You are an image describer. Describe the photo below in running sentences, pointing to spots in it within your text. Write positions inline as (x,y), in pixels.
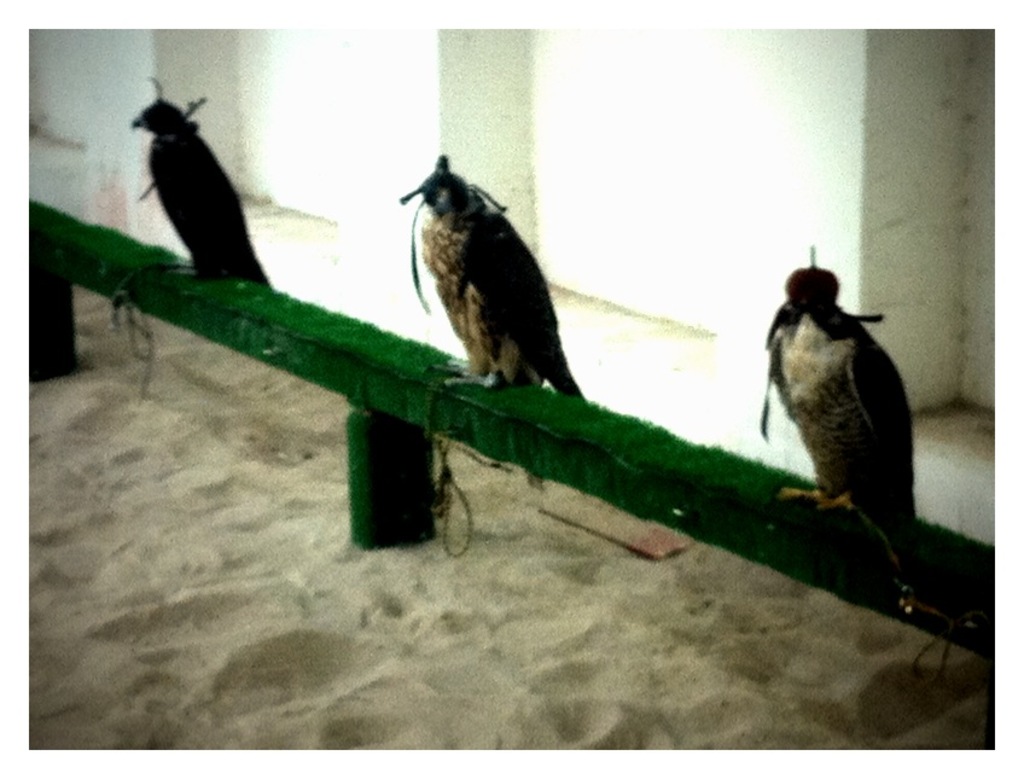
On the left side (328,627), there is a sand surface (649,603). Across the photo, there are three birds (836,497) on a green color object (62,230). In the background (777,114), there is a white wall (785,131).
